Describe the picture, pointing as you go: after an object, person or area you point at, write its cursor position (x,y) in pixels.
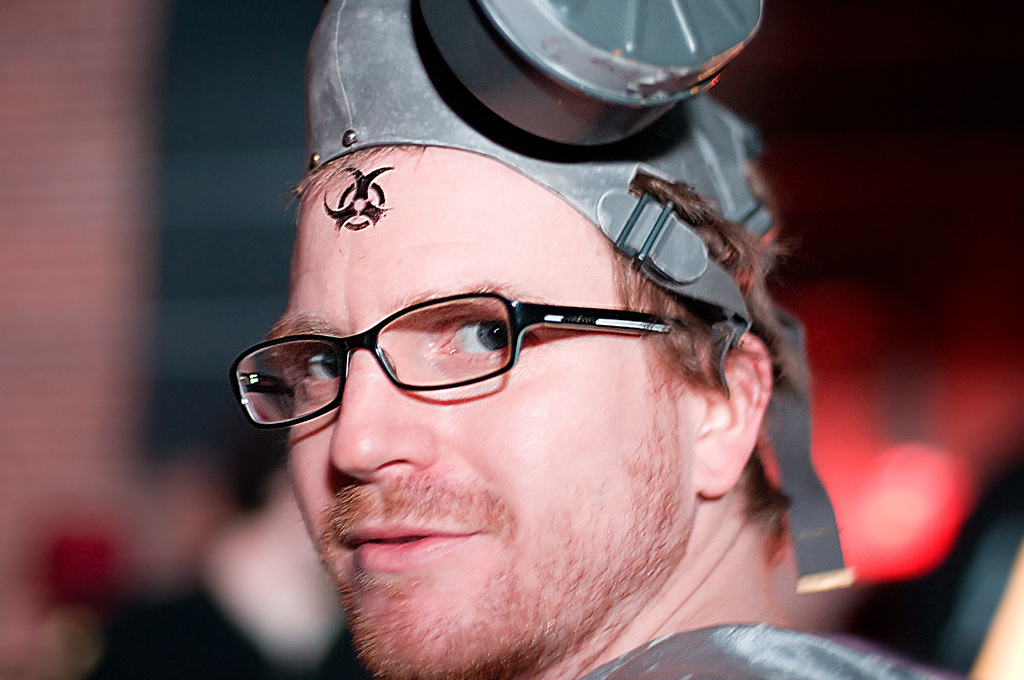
In the image there is a man (371,377), he is wearing spectacles (369,348) and he is wearing a hat (546,118) around his head (583,240), it is very unique and the background of the man (564,257) is blur.
